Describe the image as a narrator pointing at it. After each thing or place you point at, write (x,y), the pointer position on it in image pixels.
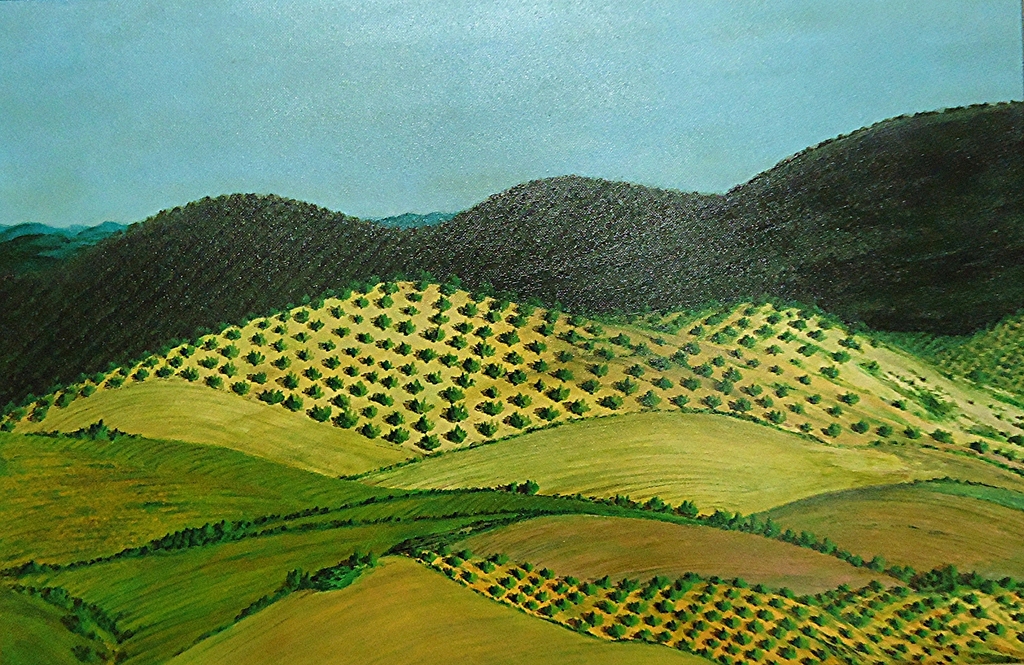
In this picture there is a painting (431,479) of a greenery grass (396,517) and mountains (504,266) and the sky (430,105) is in blue color.
